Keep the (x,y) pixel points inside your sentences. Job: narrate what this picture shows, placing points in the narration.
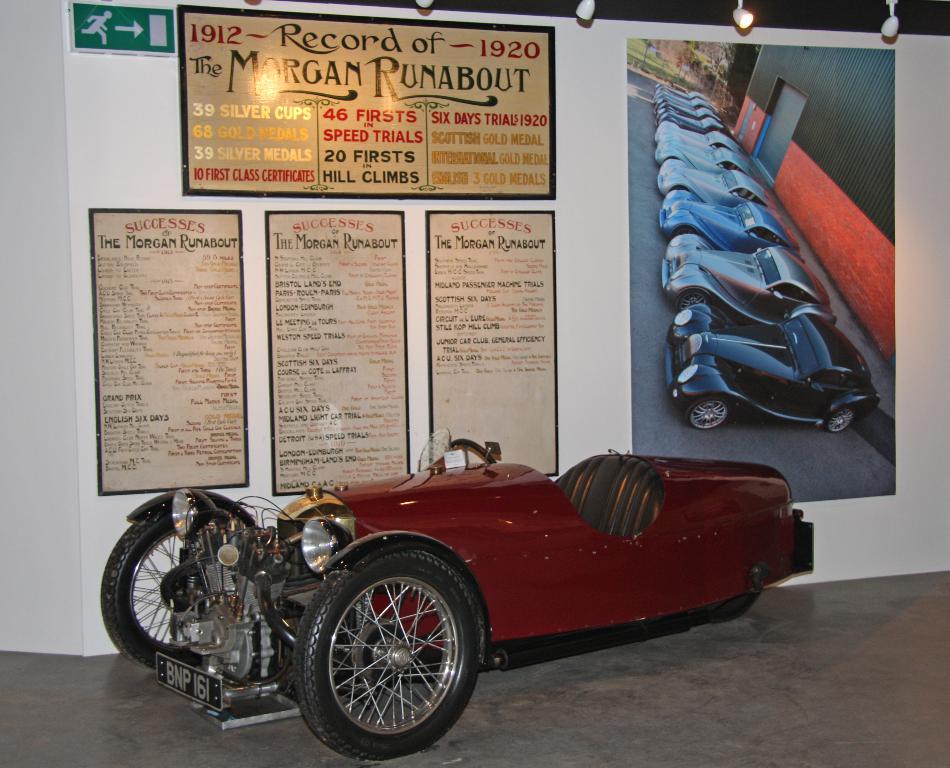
There is a vehicle (517,481) and behind the vehicle (588,494) there is a wall (588,270) there are some posters (282,267) stick to the wall (569,79) and on the top left corner (98,34) there is an exit symbol (98,34).
